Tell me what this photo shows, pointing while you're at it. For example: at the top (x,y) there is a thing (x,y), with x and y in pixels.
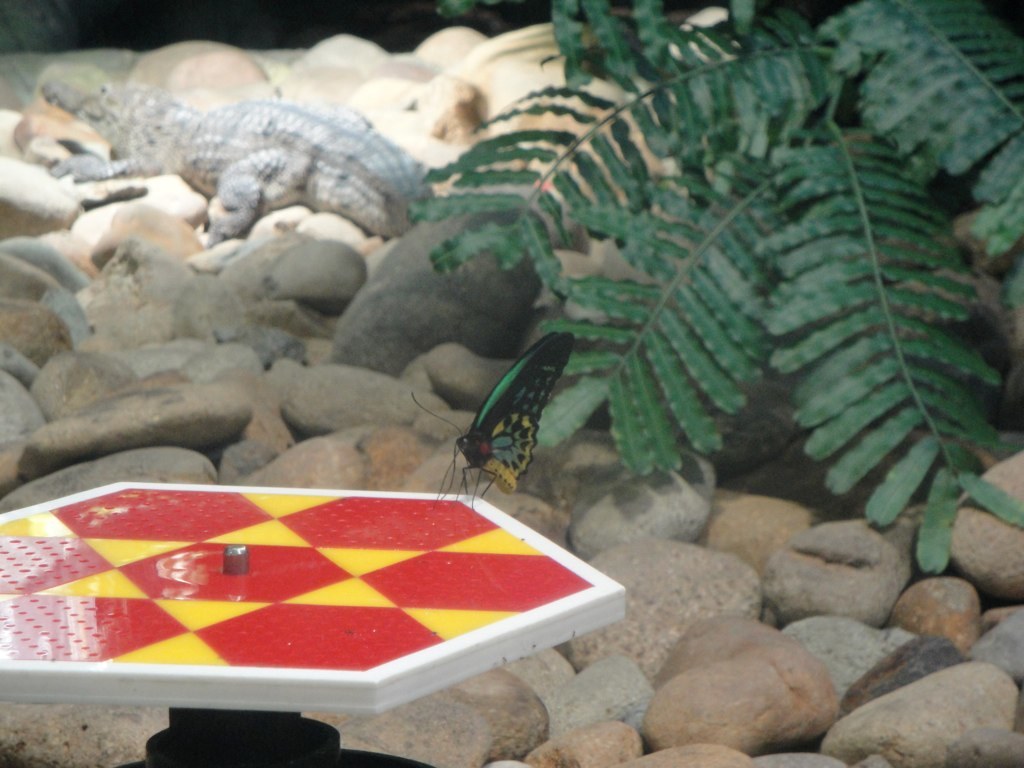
There is a butterfly (497,415) on a table (435,524). There is a plant (809,237) on the right (873,207). There is a crocodile (271,148) at the back (386,187) and there are stones (661,677).
